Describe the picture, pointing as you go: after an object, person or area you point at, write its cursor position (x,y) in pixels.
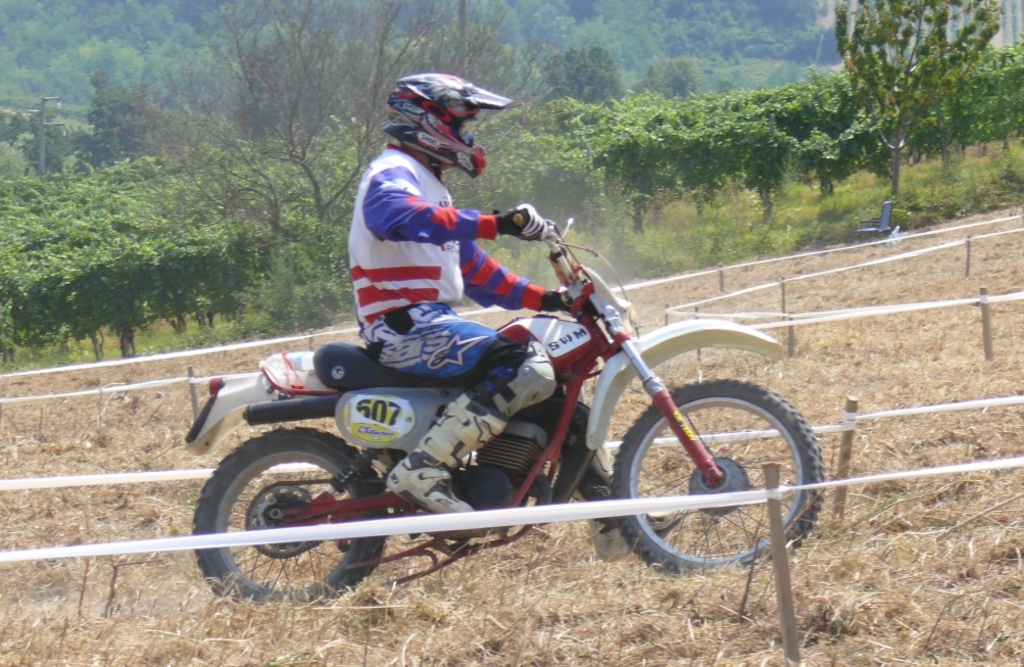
In the center of the image (470,287) a man (371,265) is riding a motorcycle (529,468). In the background of the image (323,313) we can see trees (260,297), barricade stand (581,508), pole (41,149), chair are present. At the bottom of the image (672,596) dry grass (377,589) is there.
